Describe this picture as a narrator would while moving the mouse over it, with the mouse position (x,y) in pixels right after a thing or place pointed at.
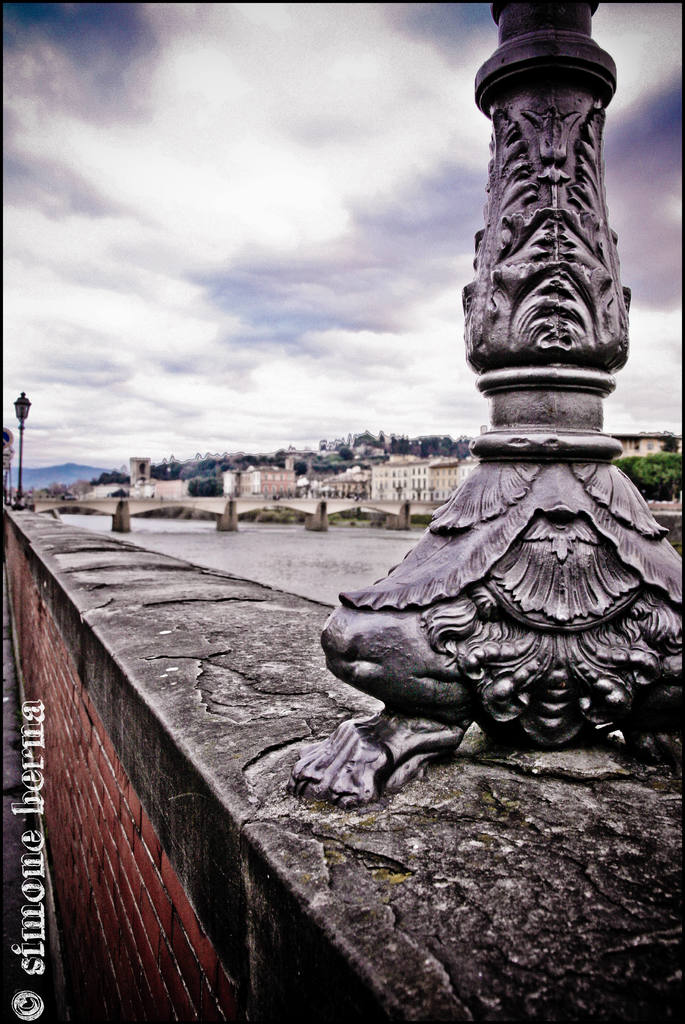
In this image I can see the pole (526,251). In the background (319,560) I can see the water (284,553), bridge (90,500), few buildings (299,481), trees (647,464) in green color and the sky (249,176) is in blue and white color.
